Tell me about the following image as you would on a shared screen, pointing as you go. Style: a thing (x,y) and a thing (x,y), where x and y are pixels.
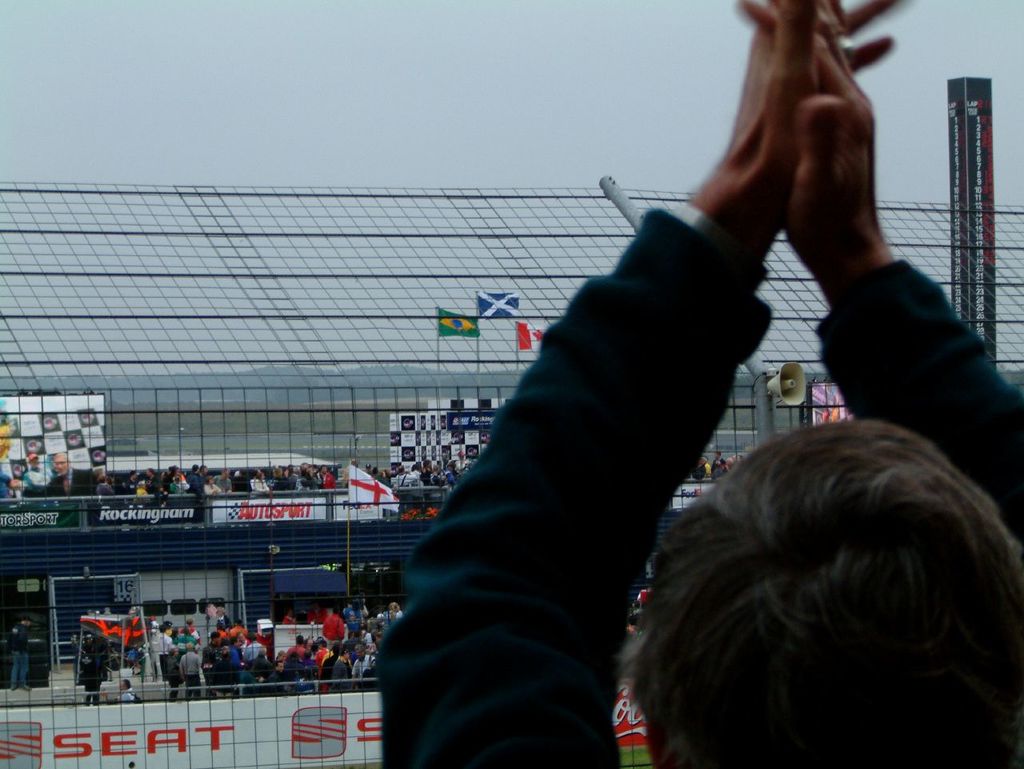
In this image on the right hand side (761,119) we can see a person (752,239) standing and we can also see flags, fencing (402,286), name boards (69,728), sky (1019,24) and people (344,671).
